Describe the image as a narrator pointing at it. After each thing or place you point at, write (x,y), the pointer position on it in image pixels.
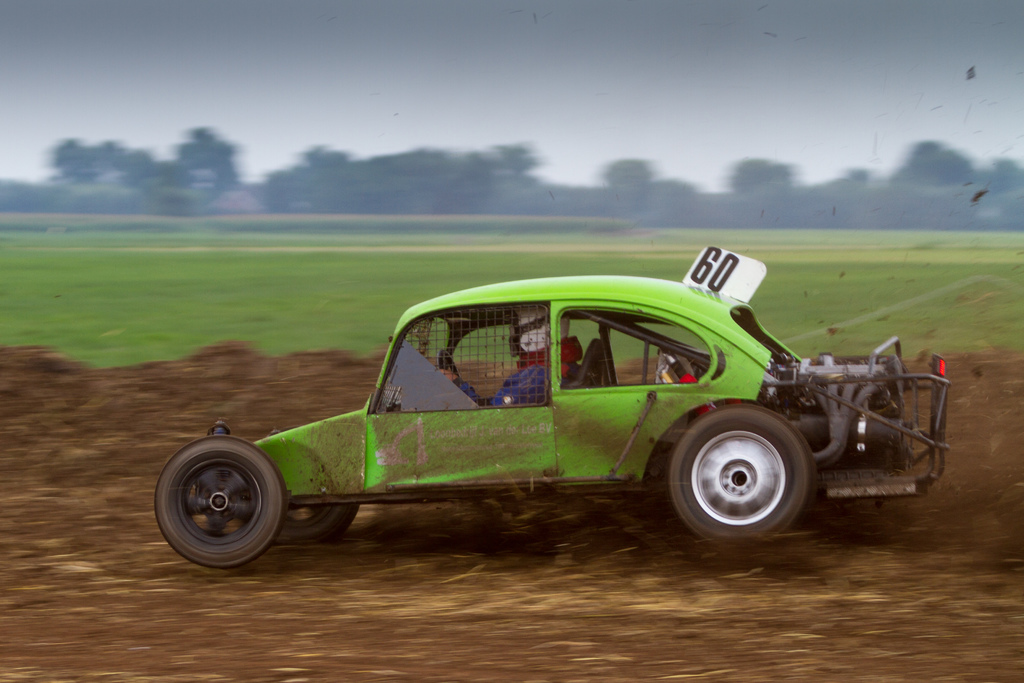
In this image I can see a green color car (705,525) visible on ground (46,422), at the top (672,93) there is the sky (800,93) and trees (328,172) visible in the middle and in the car (416,380) I can see a person (516,384), on top of car (576,394) I can see name plate (730,266) on which I can see numbers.
